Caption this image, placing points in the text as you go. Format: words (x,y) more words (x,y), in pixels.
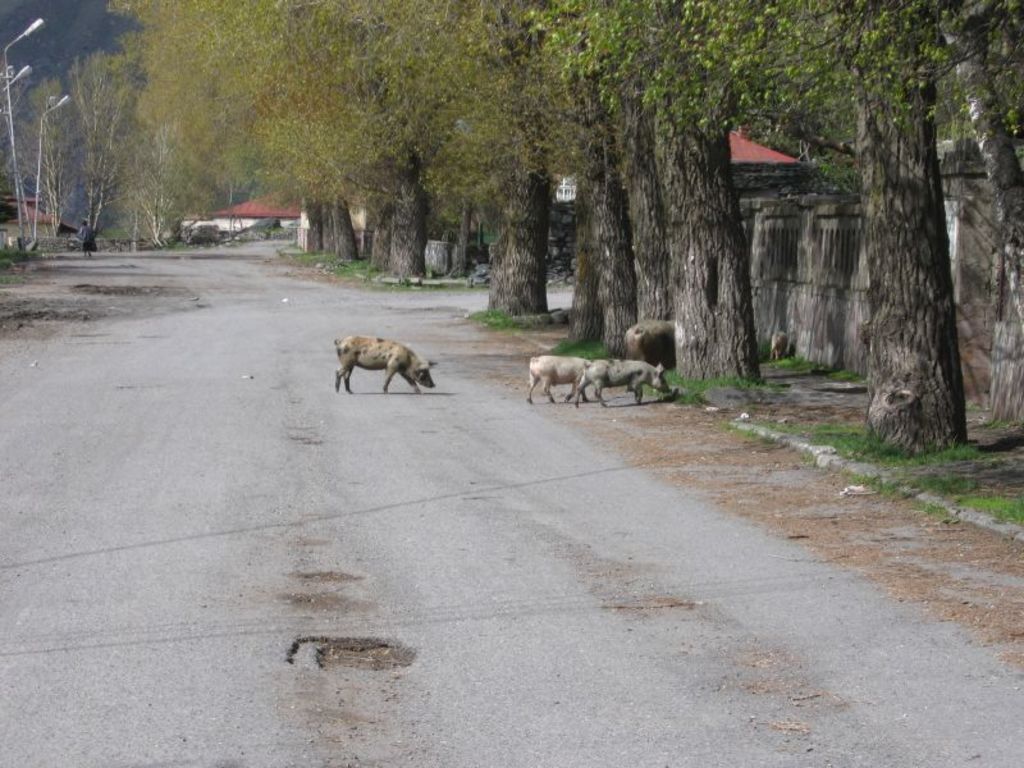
In this image there is a road (472,452), on that road (477,439) there are pigs (529,363), on the right side (896,281) there are tree (364,144), in the background (108,159) there are light poles (40,157) and trees (209,164).
